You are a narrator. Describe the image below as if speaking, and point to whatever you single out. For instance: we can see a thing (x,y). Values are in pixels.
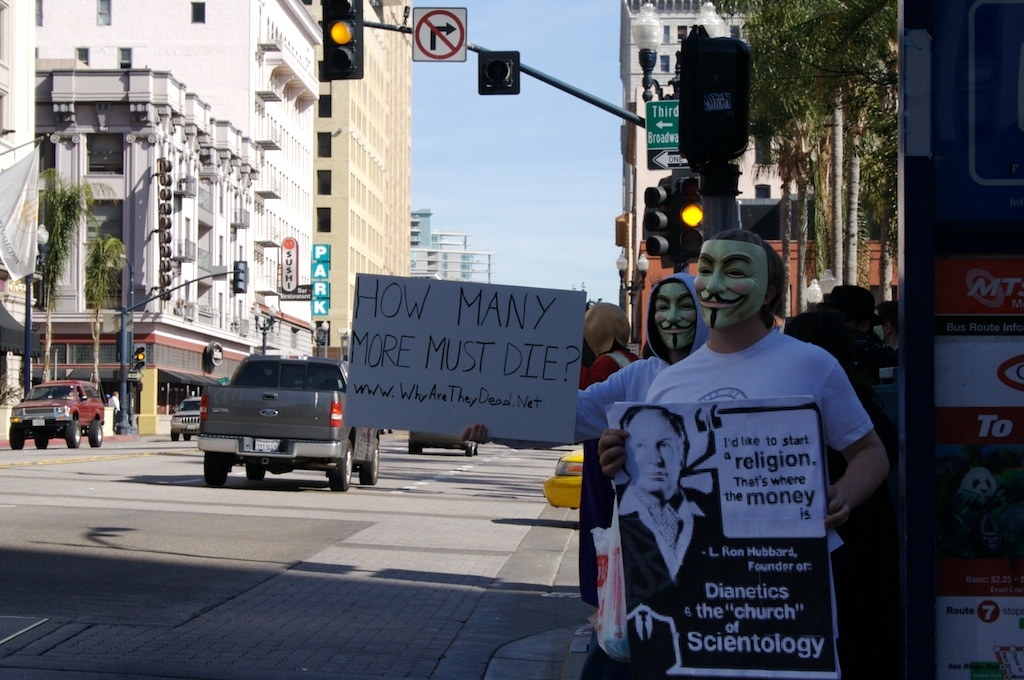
In this picture there is a man (612,460) wearing a white color t-shirt (735,375) with Guy Fawkes mask (736,314) holding a black and white poster (671,493) in the hand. Behind there is a another man (631,387) wearing a Guy Fawkes mask (682,337) holding a board (543,417) and standing on the roadside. On the road (226,492) we can see two cars (299,465) are moving. In the background (233,284) there are some white building (382,122) and signal pole (338,43).
